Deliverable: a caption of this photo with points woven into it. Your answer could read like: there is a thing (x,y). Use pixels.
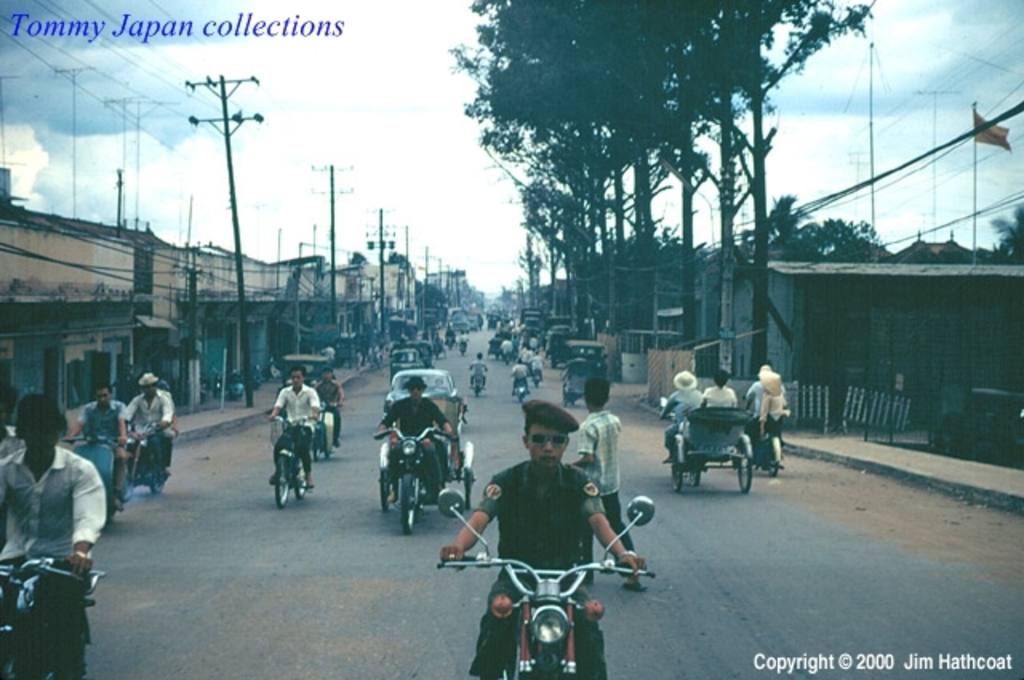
At the top (338,124) we can see sky (368,110). These are current poles (247,326) across the road (463,376) and we can see trees (674,257), houses (100,343). We can see all the persons (297,386) riding vehicles (535,596) on the road (362,513). we can see one man (618,444) is walking on the road (620,583). This is a flag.
